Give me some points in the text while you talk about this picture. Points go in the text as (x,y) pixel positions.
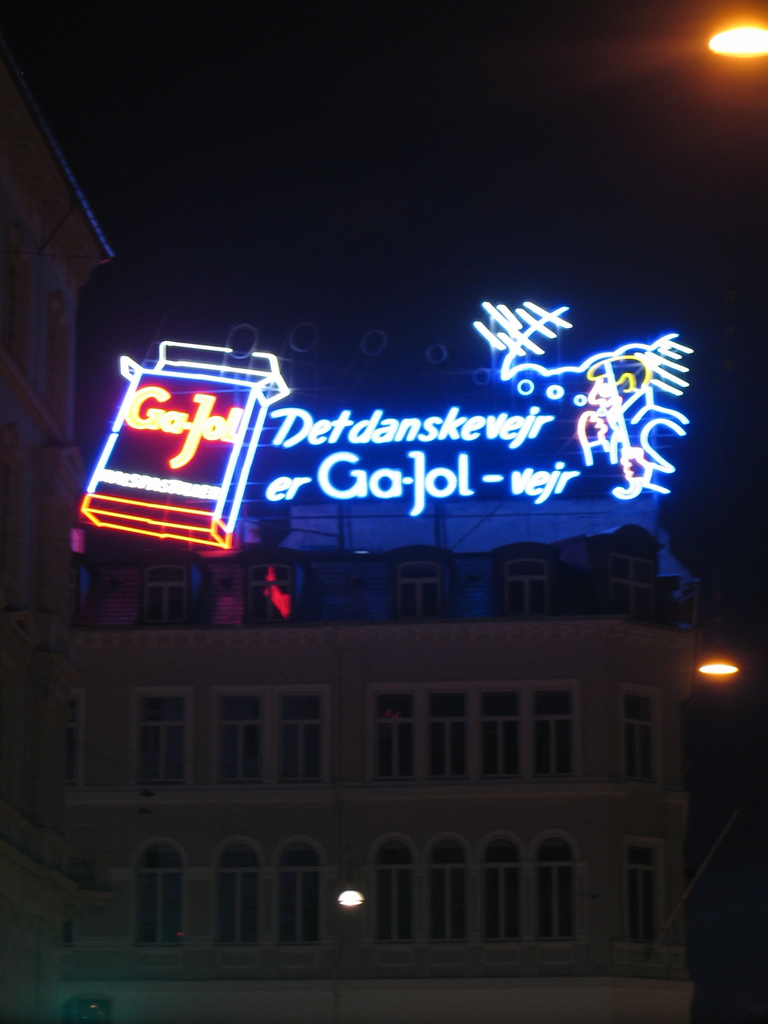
In this picture we can see a building (462,798), few lights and a digital board (368,410), we can see dark background (460,257).
